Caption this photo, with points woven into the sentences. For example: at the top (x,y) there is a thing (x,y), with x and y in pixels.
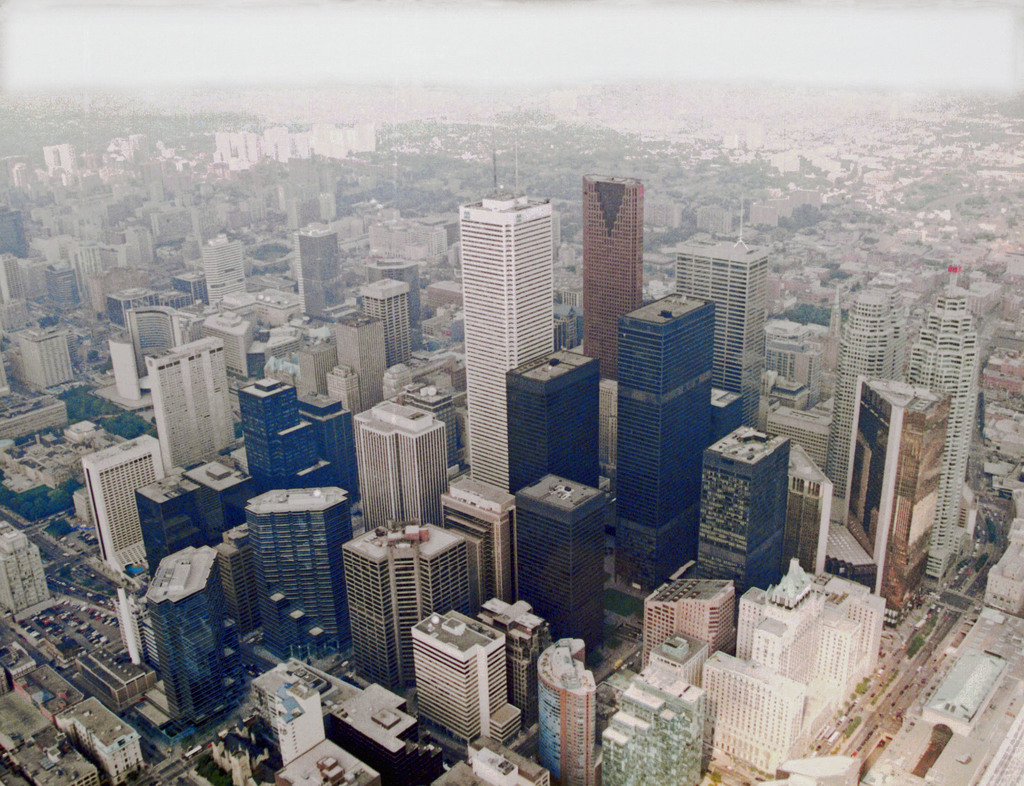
In this image we can see a group of buildings (315,527), vehicles (54,615), roads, trees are present. At the top of the image (517,53) sky (517,53) is there.
